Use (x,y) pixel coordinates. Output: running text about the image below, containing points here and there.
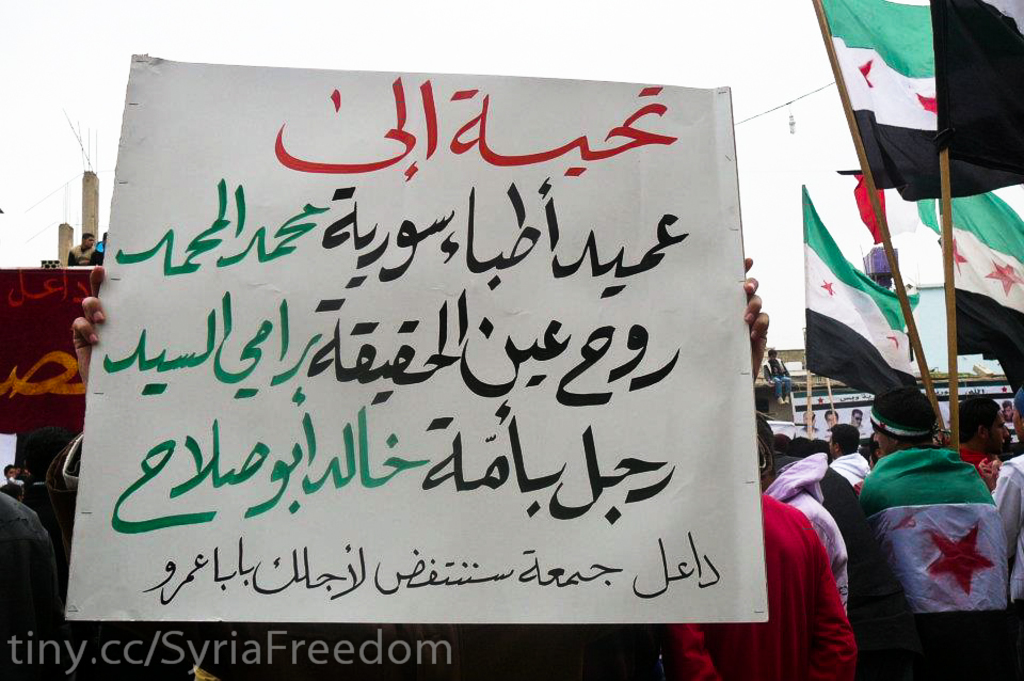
In this image there is a man (399,652) in the middle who is holding the placard (327,599). In the background (934,219) there are so many people (875,406) who are holding the flags (891,304). On the left side (87,240) top there are few people (79,263) who are standing on the top of the building (66,249). At the top (48,70) there is the sky (44,77).
